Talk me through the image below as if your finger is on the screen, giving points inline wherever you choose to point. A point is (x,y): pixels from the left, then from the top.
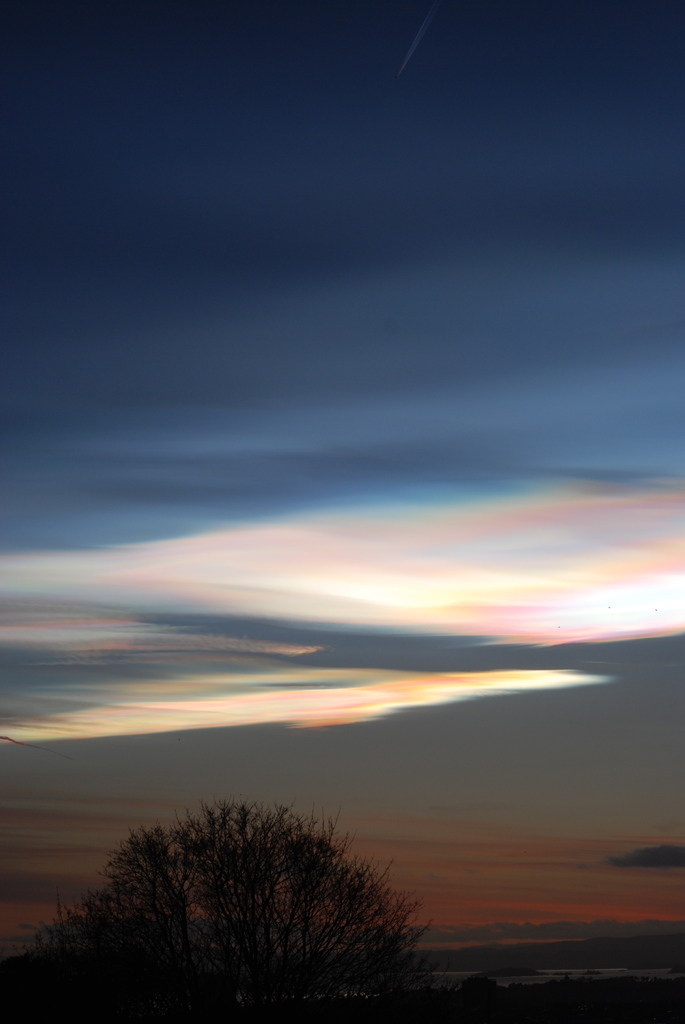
In this image there are some trees (302,948) at bottom of this image (364,949) and there is a sky (306,626) at top of this image (363,170).
